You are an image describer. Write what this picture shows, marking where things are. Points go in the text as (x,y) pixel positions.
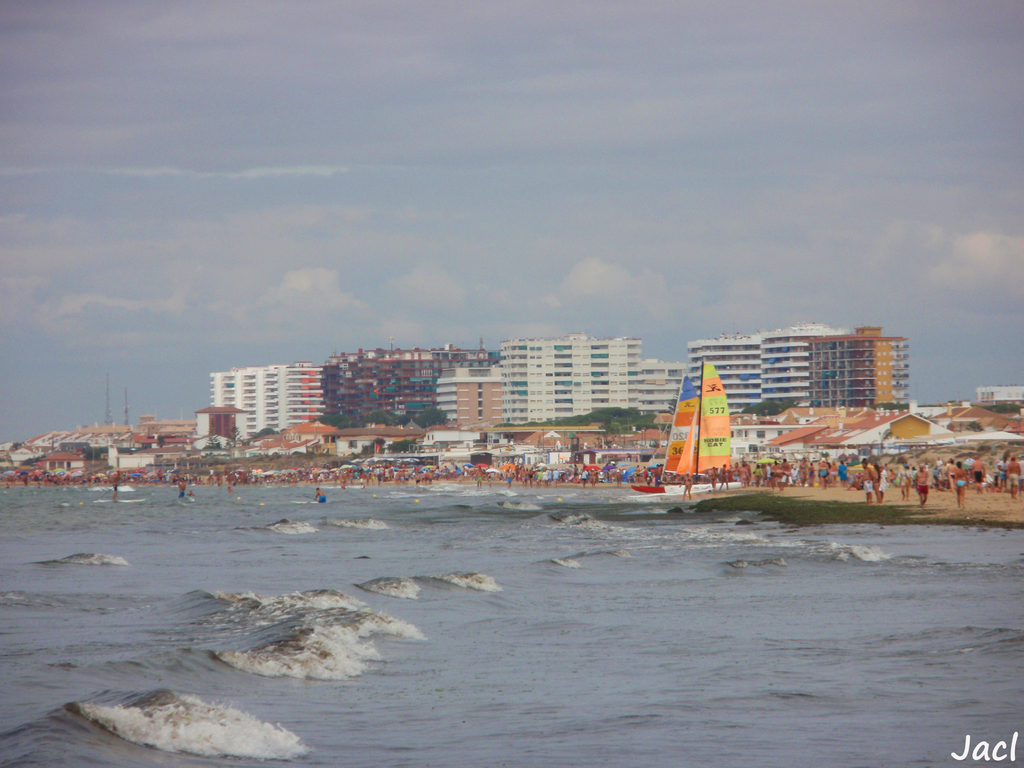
This image is clicked near the ocean (488,687). At the bottom (532,575), there is water (864,589), In the background (989,478), there are many people (789,473). In the middle (682,436), we can see the sails (684,411). And there are clouds (330,211) in the sky (329,190). In the middle (379,376), there are buildings (546,355).
